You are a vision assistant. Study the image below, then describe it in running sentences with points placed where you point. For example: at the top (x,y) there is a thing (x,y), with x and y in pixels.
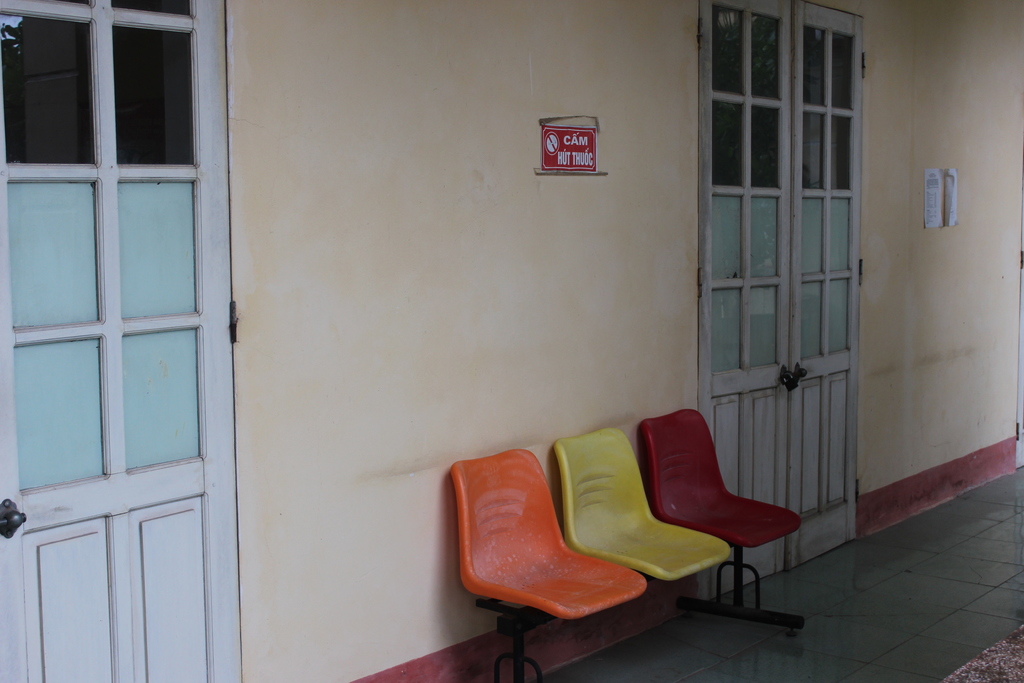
We can see chairs (658,538) on the surface (703,631) and we can see doors (71,444), floor (690,632) and wall (498,233).
